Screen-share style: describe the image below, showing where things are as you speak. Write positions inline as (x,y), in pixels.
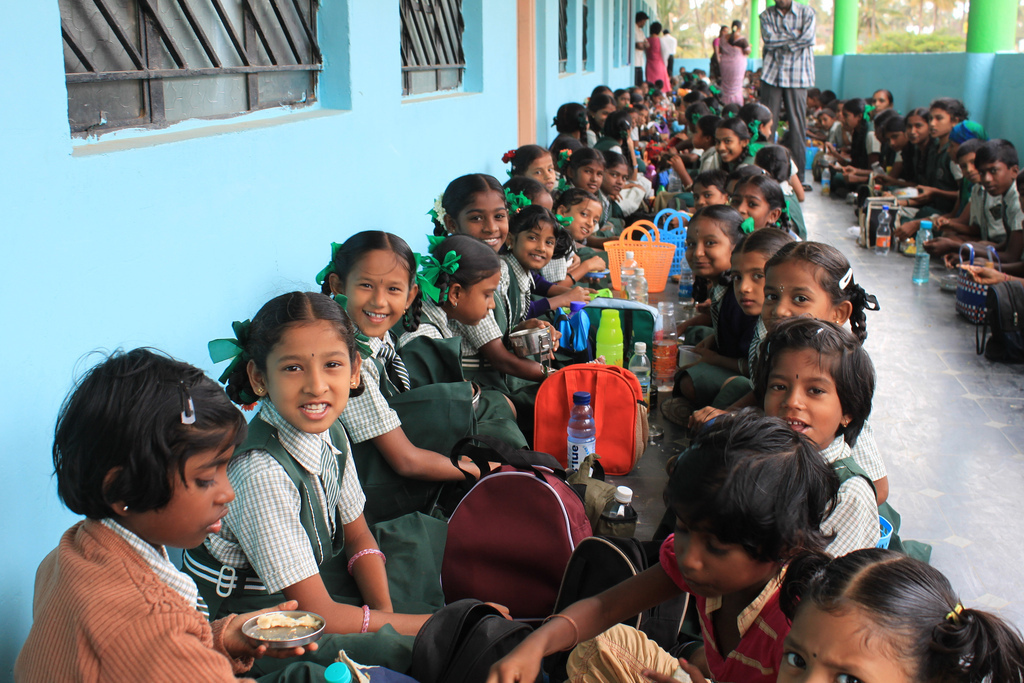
In this picture we can see some children (692,423) sitting on the floor (957,448). Here we can see some bags (567,376), bottles (661,307), and baskets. On the background (792,86) we can see some persons (793,117) standing on the floor (955,391). And this is wall (238,221).
